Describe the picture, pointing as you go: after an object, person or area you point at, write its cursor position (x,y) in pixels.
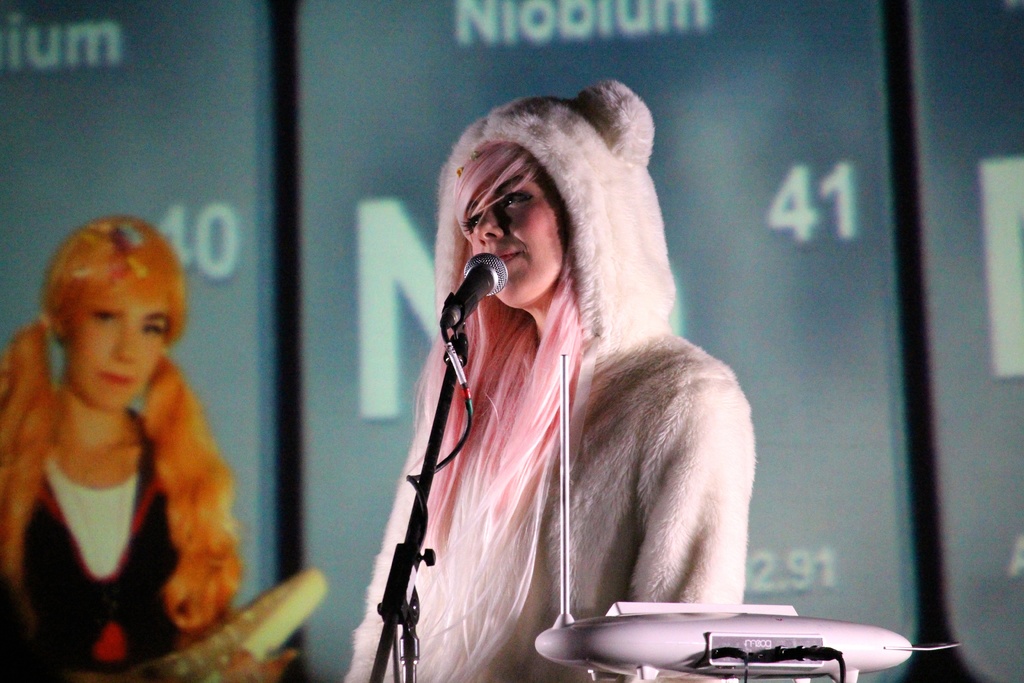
In the picture we can see a woman (517,346) standing and near the microphone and singing a song, she is wearing a hoodie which is white in color and in the background (227,470), we can see a wall (959,349) with some advertisement (989,94) and a woman image (58,264) on it.
